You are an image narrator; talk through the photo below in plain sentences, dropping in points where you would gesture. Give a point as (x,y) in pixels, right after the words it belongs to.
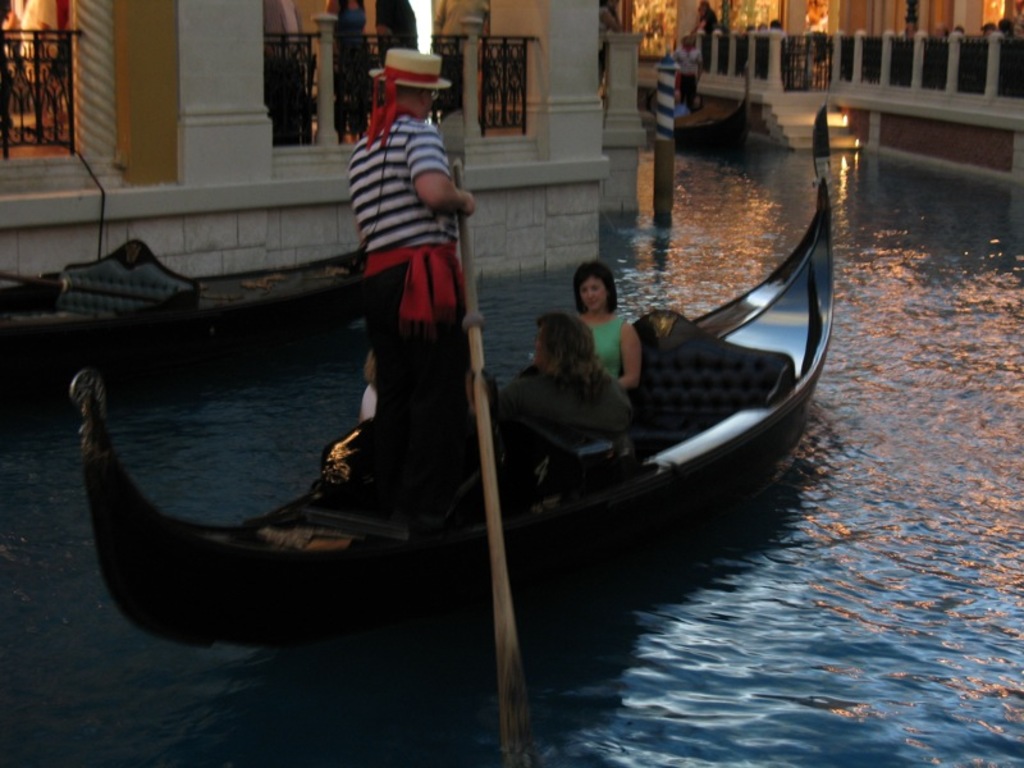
In this image we can see some people (555,395) sitting in a boat (606,487) which is on the water (712,526). We can also see a man (458,407) in a boat (504,478) holding an oar (479,352). On the backside (531,143) we can see a boat (309,283), a building (131,204), a pole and some people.
